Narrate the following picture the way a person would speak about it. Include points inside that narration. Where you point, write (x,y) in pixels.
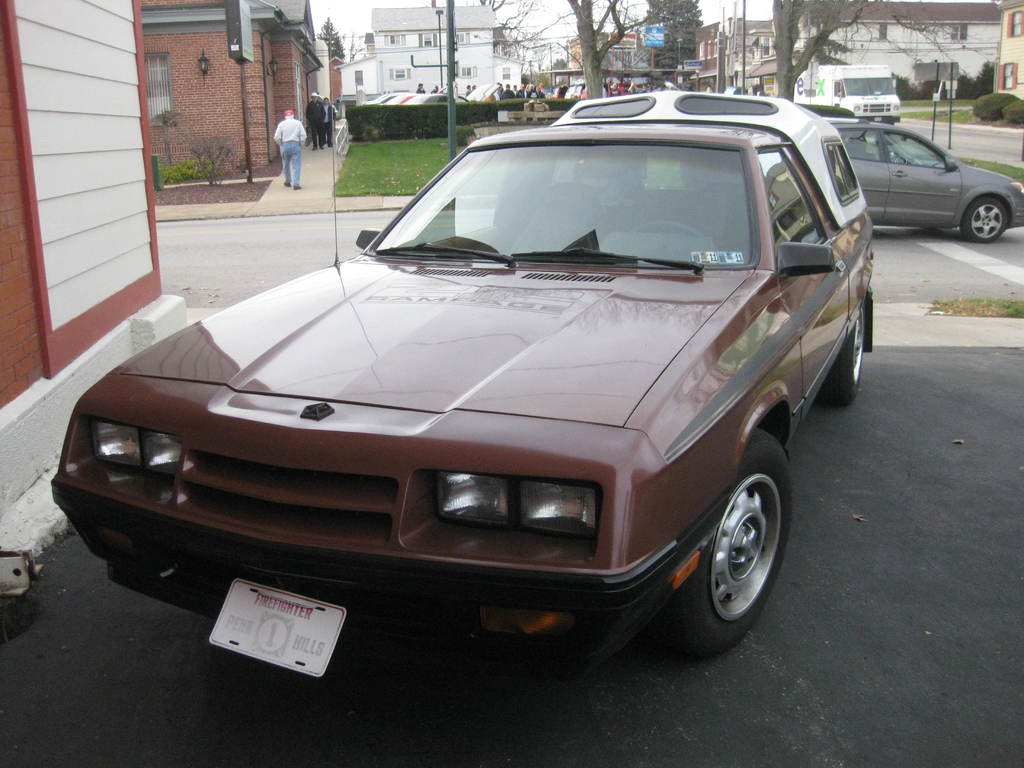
In this picture I can see vehicles (717,279), there are group of people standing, there are poles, boards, plants (1004,107), there are buildings (266,148) and trees (801,12).
